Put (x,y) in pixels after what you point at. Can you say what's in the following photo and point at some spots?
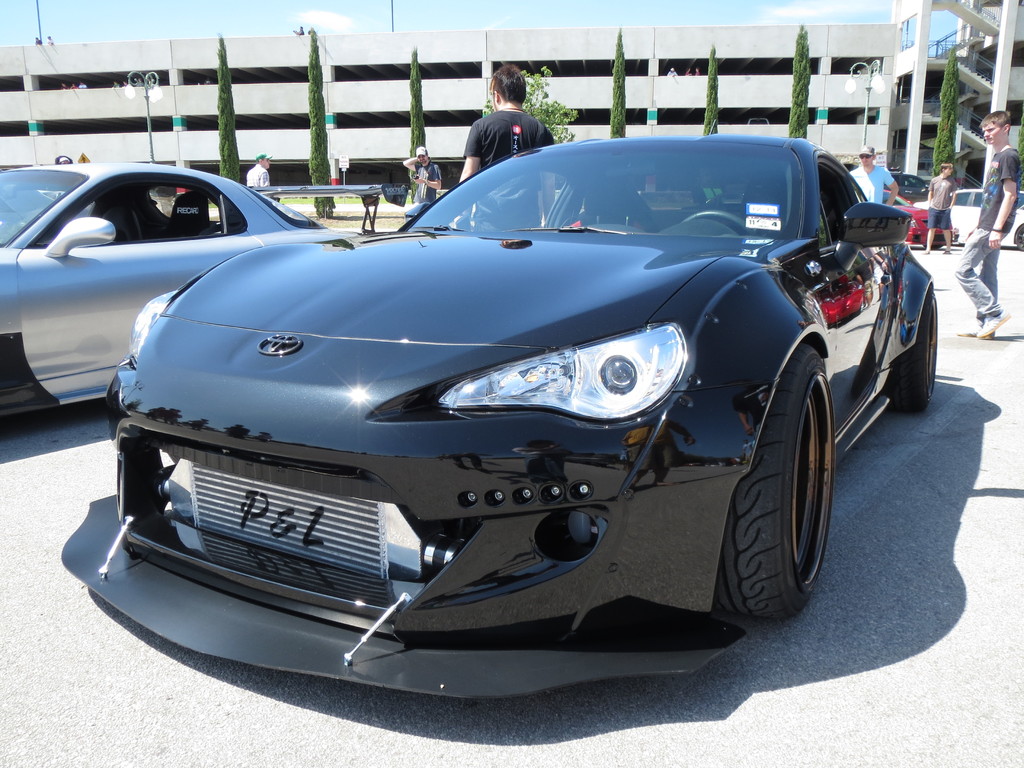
This picture consists of two vehicles (500,287) the foreground (784,334), in the background (161,54) there is a building (547,62), trees (802,77) and vehicles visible in front of the building (961,175) on the right side (1015,237) and some persons (888,181) visible in the middle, at the top (353,23) I can see the sky (134,22) and poles (149,141) visible in front of the building (752,118).
